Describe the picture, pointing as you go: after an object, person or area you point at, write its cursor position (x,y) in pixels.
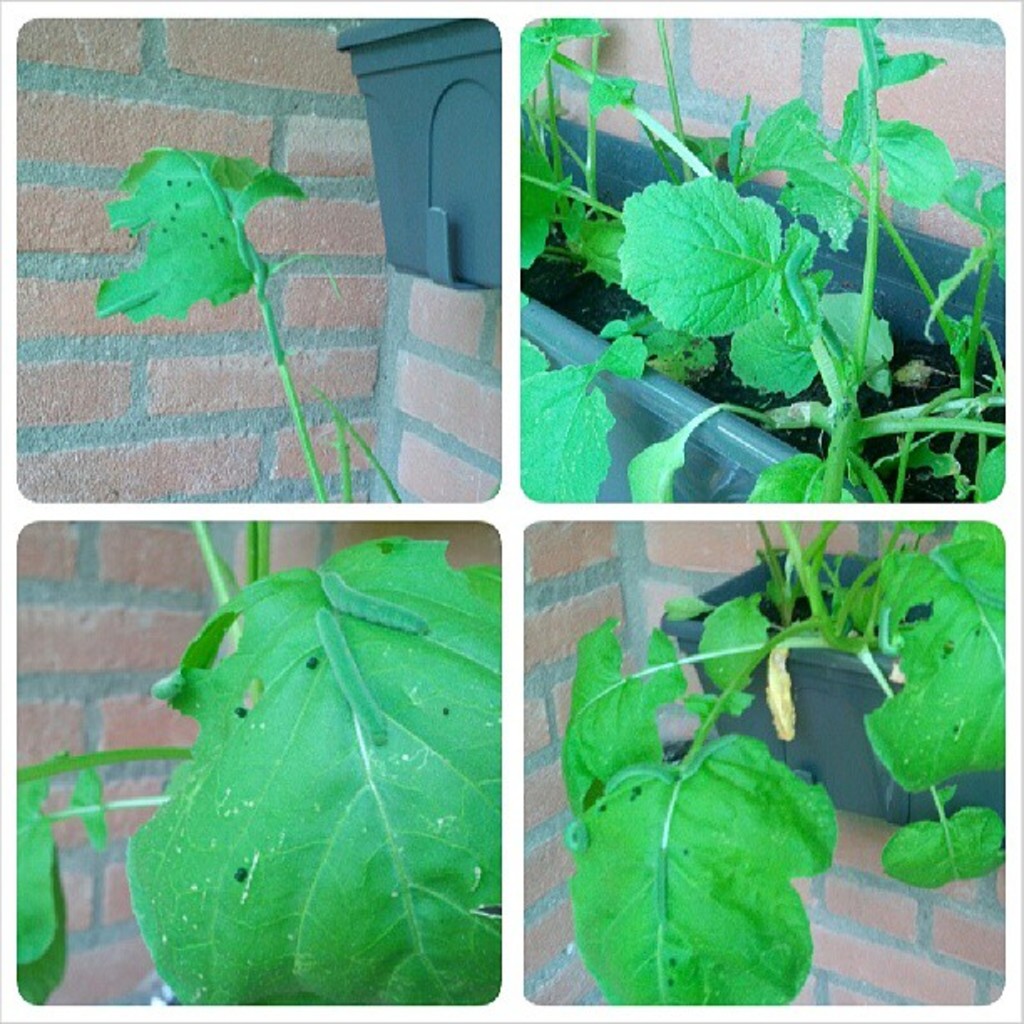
This looks like a collage picture. I can see a flower pot (824,708), which is attached to the wall (741,541). This is a plant (709,330) with leaves (818,468) and stems (772,636). These leaves (674,344) are green in color. I can see two caterpillars (374,705) on the leaf (374,653). This wall (192,420) is of brick texture (70,414).
